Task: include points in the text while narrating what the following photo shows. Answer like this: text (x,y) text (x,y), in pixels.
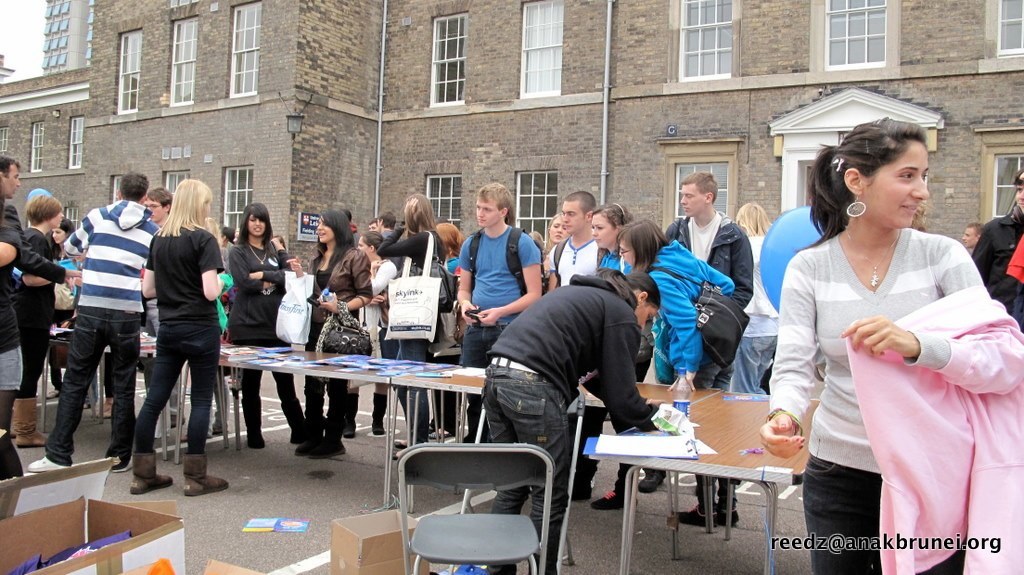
This image is clicked outside. There are many people (832,452) in this image. In the front (437,401), there are tables (276,369) on which there are papers (444,372). In the background (717,78), there is building (769,81) along with windows (243,62) and doors (789,127). To the right (902,413), the woman (949,351) is holding pink jacket (923,428).
